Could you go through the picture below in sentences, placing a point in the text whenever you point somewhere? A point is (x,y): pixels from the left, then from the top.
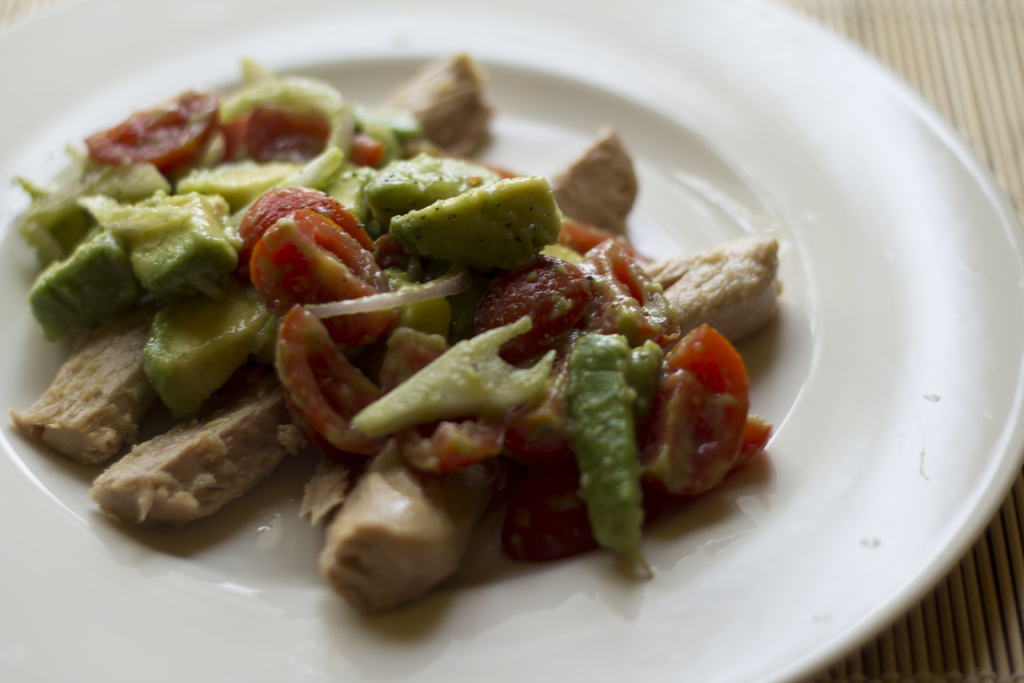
In this image I see the white plate (210,66) on which there is food (256,158) which is of green, brown and red in color.
